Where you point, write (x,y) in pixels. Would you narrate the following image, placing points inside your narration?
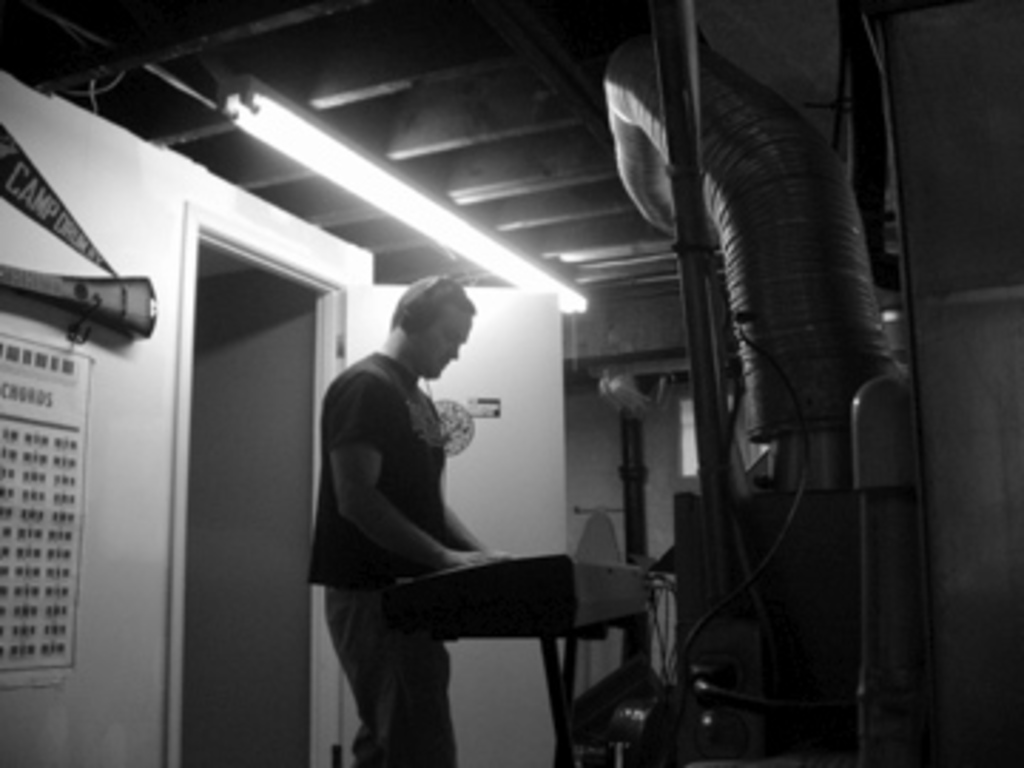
In the picture I can see a man (439,674) is standing on the floor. In the background (504,262) I can see a light (488,250) on the ceiling (409,259), objects (45,393) attached to the wall (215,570) and some other things (605,589). This image is black and white in color.
